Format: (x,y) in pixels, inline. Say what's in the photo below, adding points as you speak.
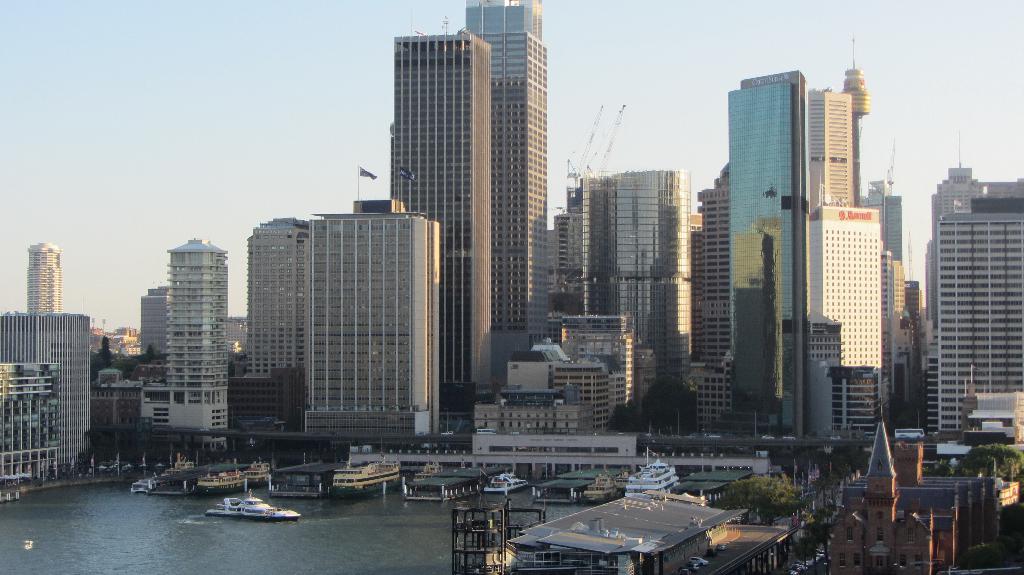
In this image we can see many buildings (560,327). We can also see the trees (808,500), vehicles (695,560) and also the ships (381,476) on the surface of the water (215,529). We can also see the flags (360,174). Sky (348,169) is also visible in this image.
